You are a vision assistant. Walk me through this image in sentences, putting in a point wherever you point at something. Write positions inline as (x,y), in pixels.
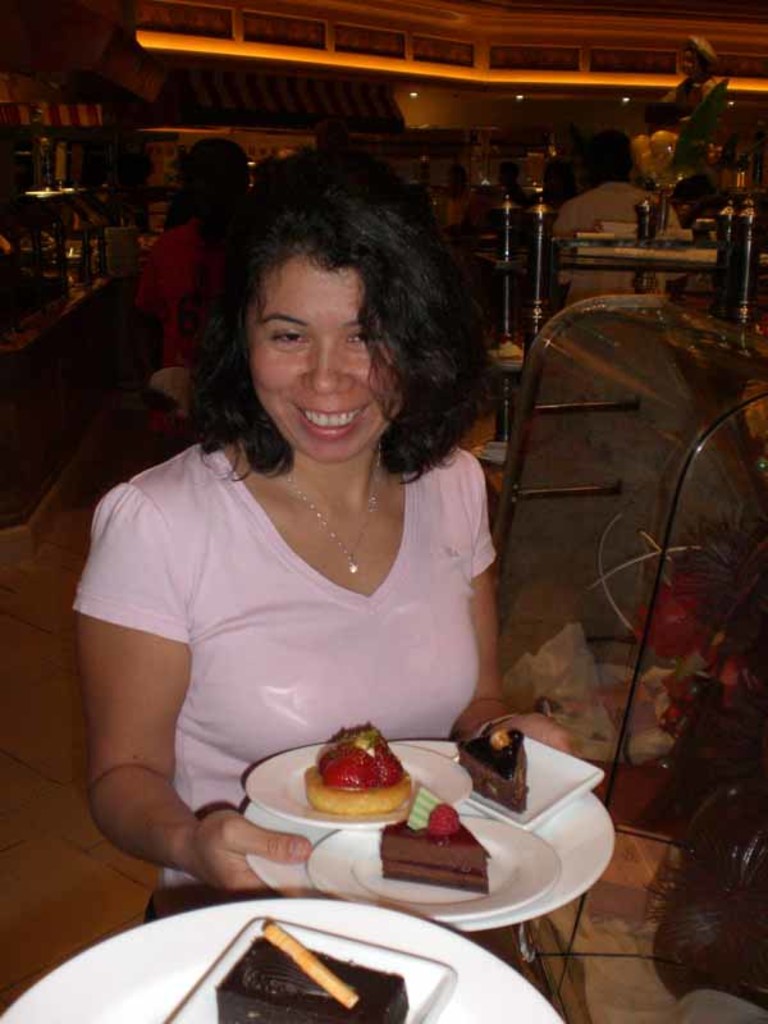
In this image I can see a woman (217,626) holding a plate (266,864) in the hands (271,835) and smiling. On the plate (304,828), I can see three saucers (345,854) which consists of cake pastries (413,807). At the bottom (151,966) there is another plate (135,975) on which there is a pastry (287,993). On the right side (678,607) there is a glass object (686,374) on which two bottles (732,246) are placed. In the background (436,159), I can see few people (595,167) and some objects (689,143) in the dark.
